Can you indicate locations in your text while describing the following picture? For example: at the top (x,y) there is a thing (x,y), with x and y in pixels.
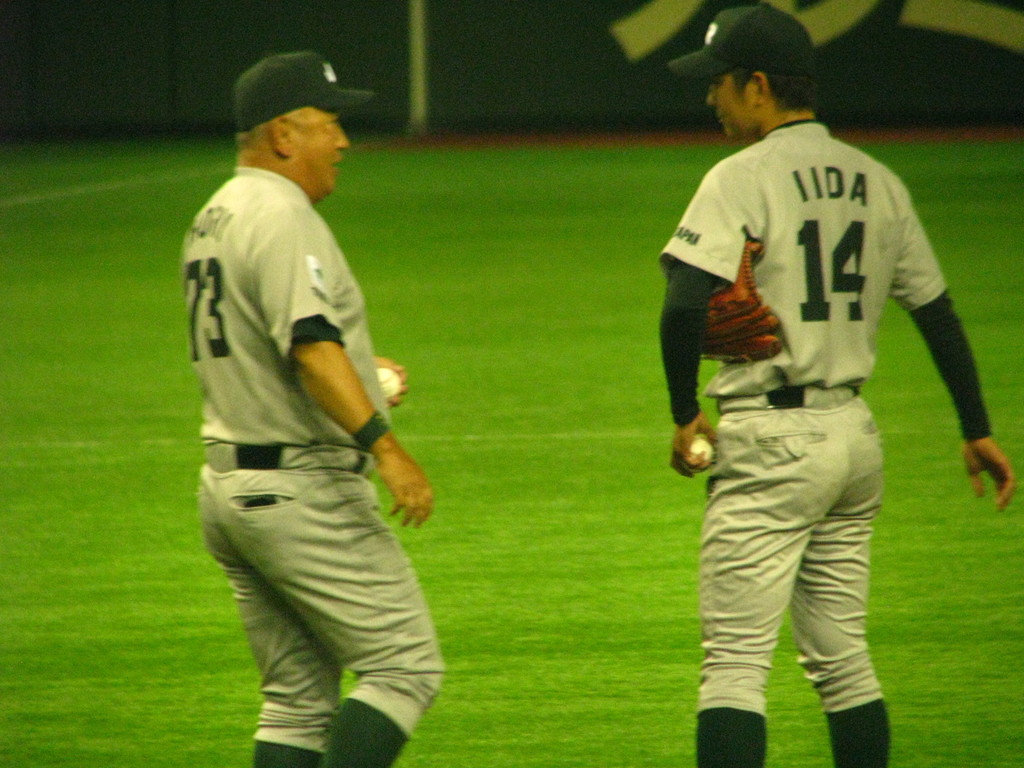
In this image we can see there are two persons (343,317) standing on the ground (505,470) and they are holding a ball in their hand (702,418).
